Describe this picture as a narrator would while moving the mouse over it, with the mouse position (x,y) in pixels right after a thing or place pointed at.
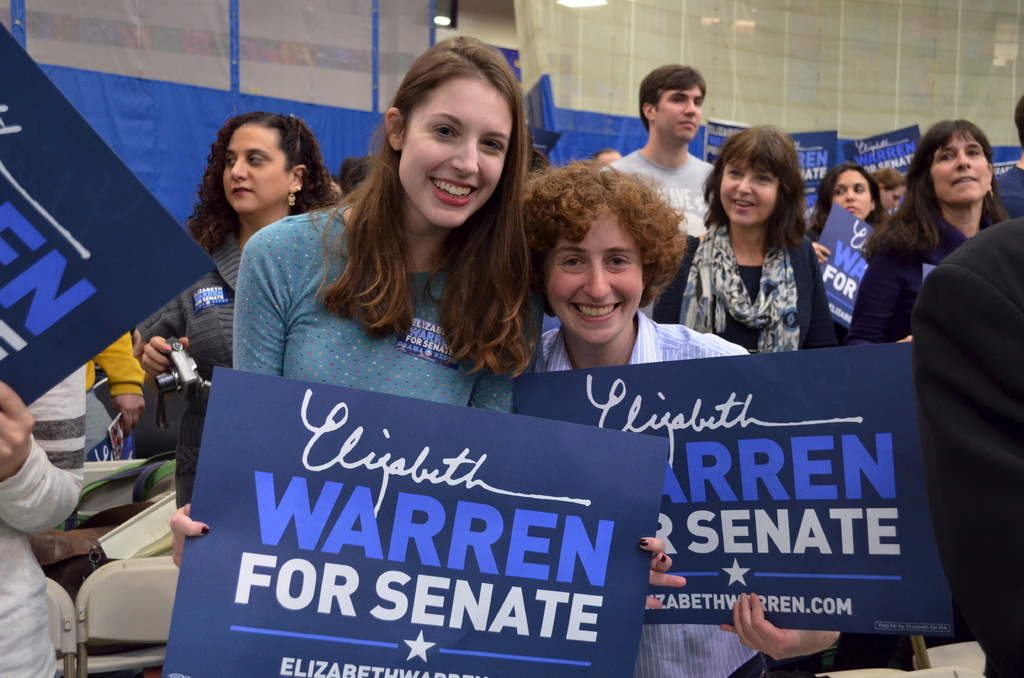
In this image, there are a few people (605,298). Among them, some people (574,346) are holding some objects (263,433). We can see some posters (594,456) with text (518,533). We can see the wall (620,112) and some lights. We can see some chairs (101,618).
